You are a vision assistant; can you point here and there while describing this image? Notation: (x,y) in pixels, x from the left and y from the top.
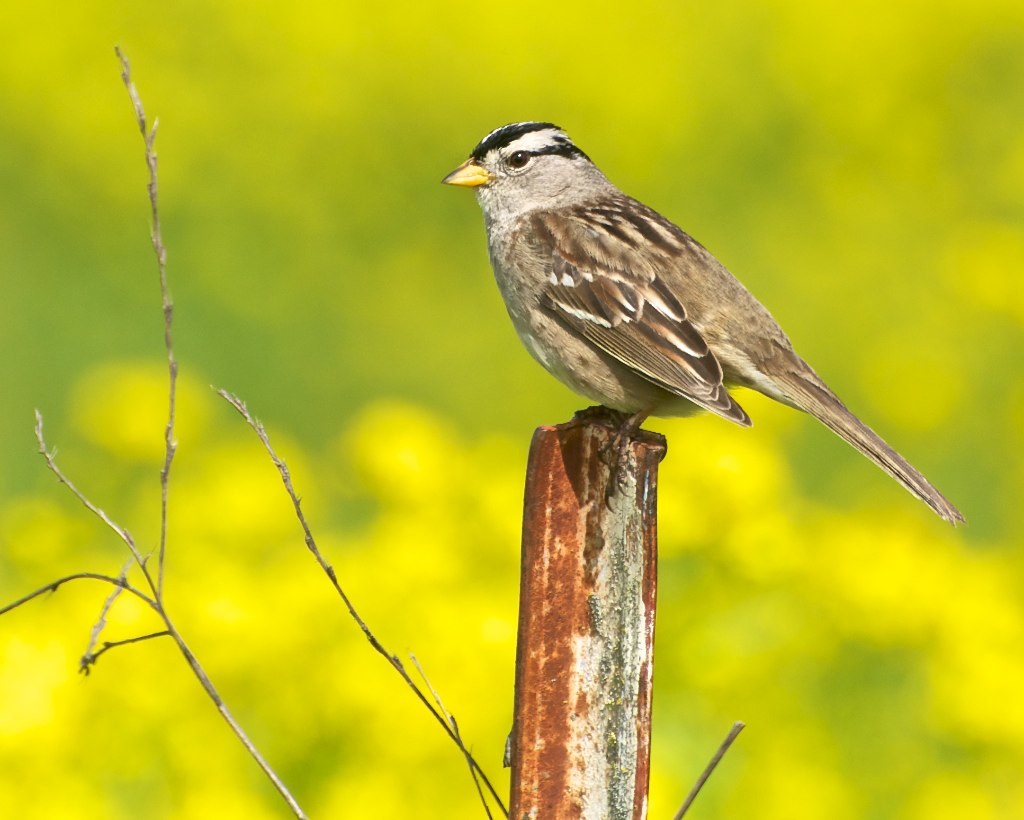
In this image we can see a sparrow (486,158), it is in brown color, here is the eye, here is the tail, the background (21,129) is blurry.
